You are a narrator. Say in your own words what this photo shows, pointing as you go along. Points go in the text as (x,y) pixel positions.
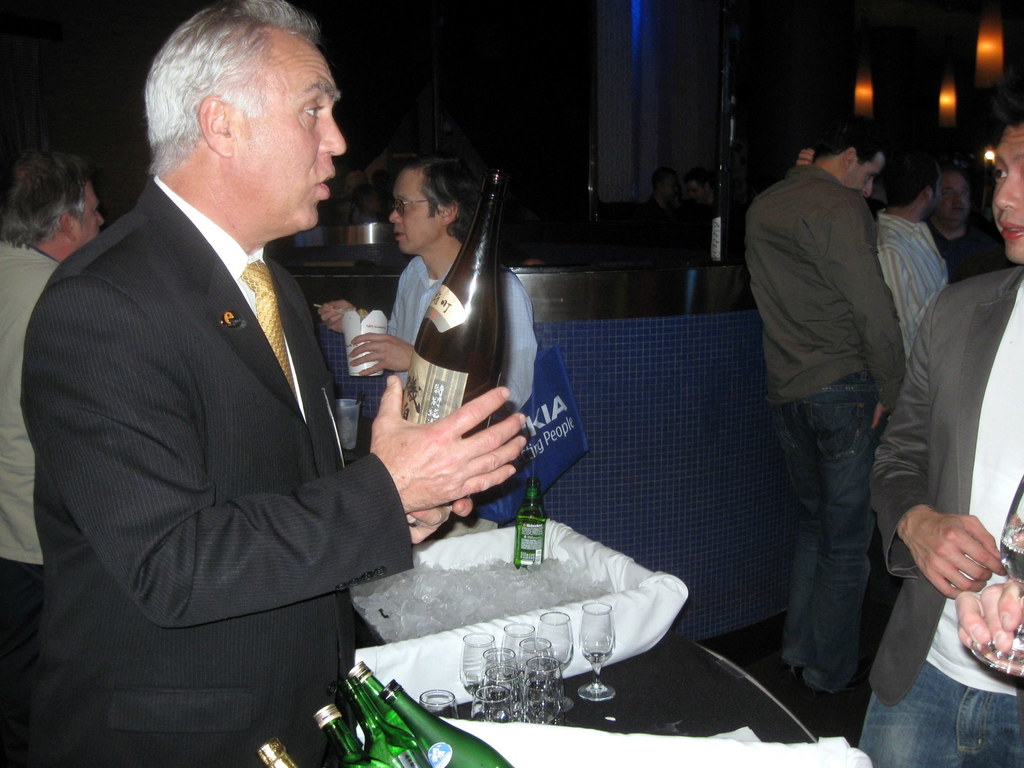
In this image I can see a person (241,251) wearing white shirt (239,260), gold tie (257,282) and black blazer (187,514) is standing and holding a bottle (461,285) in his hand (450,447). In front of him I can see few other wine bottles (395,723), few wine glasses (480,691), a tray (457,640) with ice (490,608) and bottle (534,500) in it. I can see few other persons (921,364) standing. In the background (965,245) I can see few lamps (866,113) and few other persons (664,195).
